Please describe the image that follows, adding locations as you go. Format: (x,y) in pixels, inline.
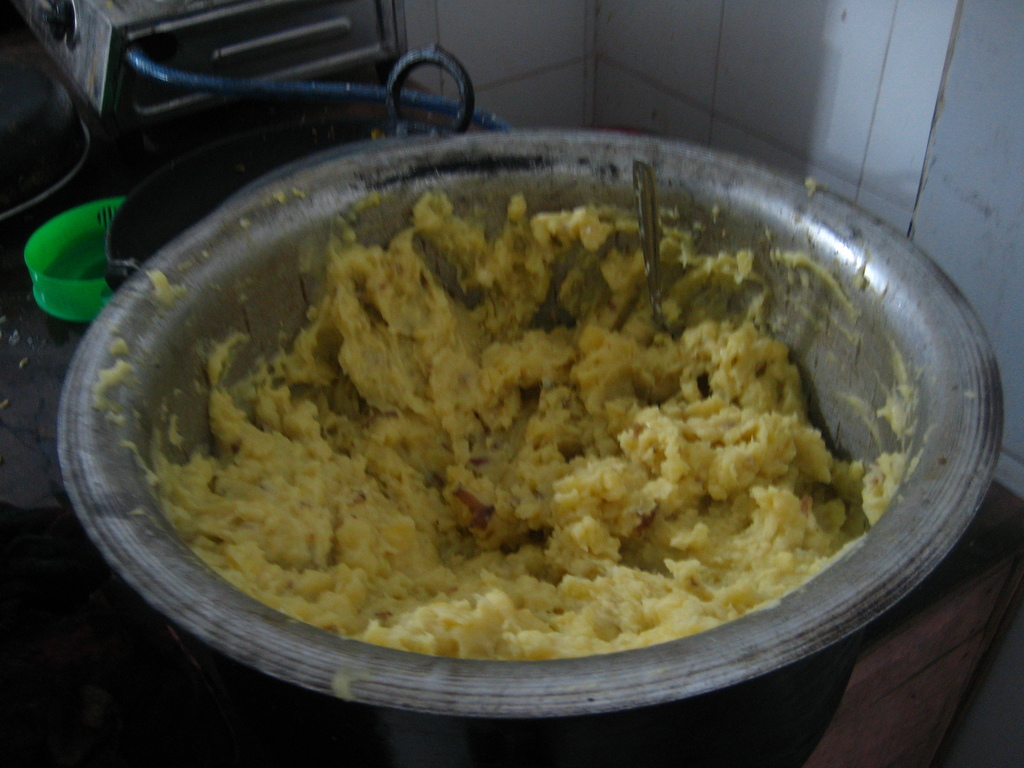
In this image we can see a bowl (537,414) with some food (589,419) and a spoon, also we can see a pan (129,228), gas stove (124,83), wall (716,87) and some other objects (96,248).
